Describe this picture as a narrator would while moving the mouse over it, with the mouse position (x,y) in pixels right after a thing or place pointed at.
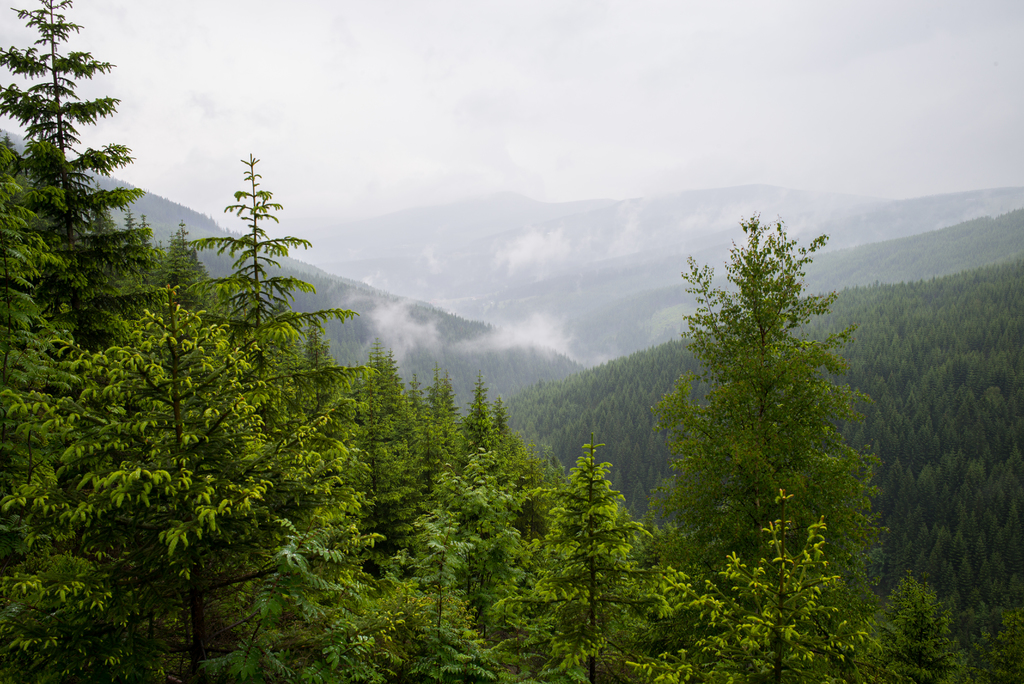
This image is taken outdoors. At the top of the image (327,68) there is a sky (325,86) with clouds (663,122). At the bottom of the image (621,615) there are a few hills (418,280) with many trees (363,294) and plants (22,529).
